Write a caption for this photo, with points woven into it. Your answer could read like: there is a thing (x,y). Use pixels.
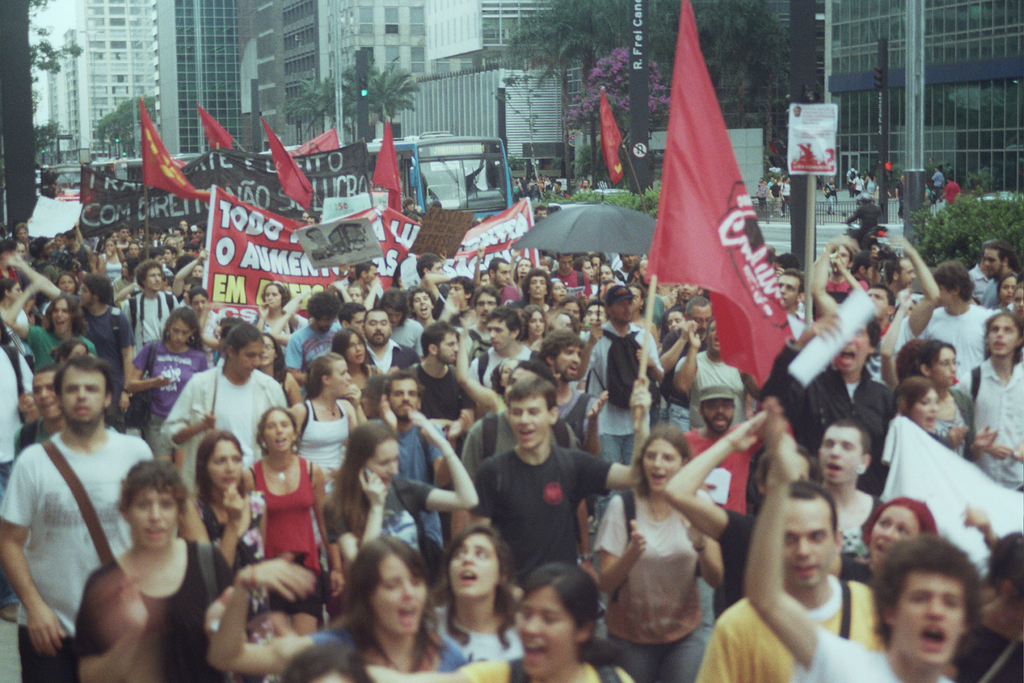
In the image we can see there are many people (430,468) around they are wearing clothes (532,512). These are the banners (405,250), flag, pole (797,239), road (786,231), plant (941,233), trees (620,67), buildings (425,75) and a sky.
